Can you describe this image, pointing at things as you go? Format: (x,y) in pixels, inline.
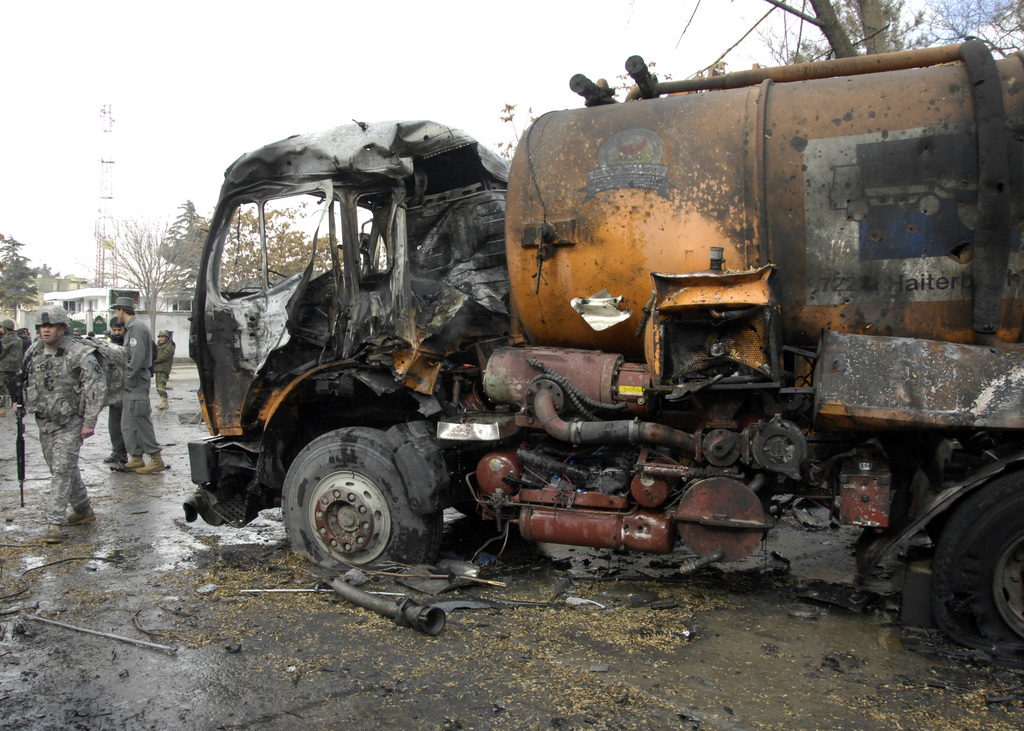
This looks like a vehicle (243,478), which is damaged. I can see groups of people (167,347) standing. This looks like a building (104,303). I can see the trees (234,259). This looks like a tower (101,198).
